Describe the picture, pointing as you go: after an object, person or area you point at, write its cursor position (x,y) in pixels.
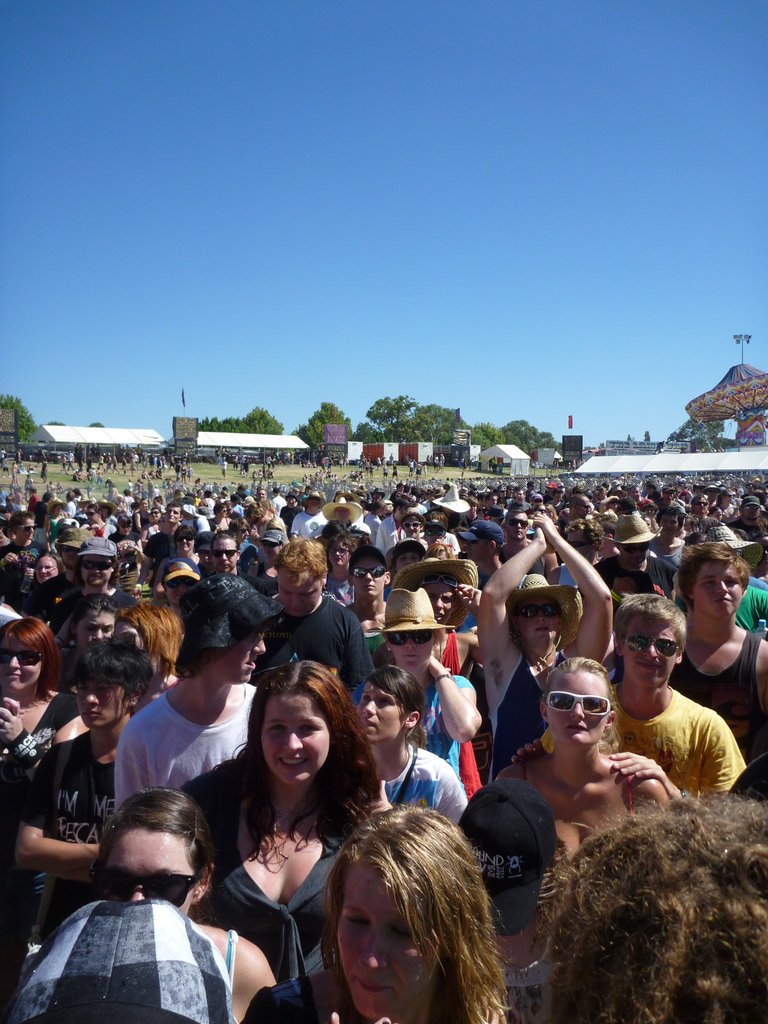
There is a crowd (296,750) at the bottom of this image (469,691). We can see trees (428,438) and shelters (597,464) in the middle of this image (377,424) and the sky (417,321) is in the background (351,271).
